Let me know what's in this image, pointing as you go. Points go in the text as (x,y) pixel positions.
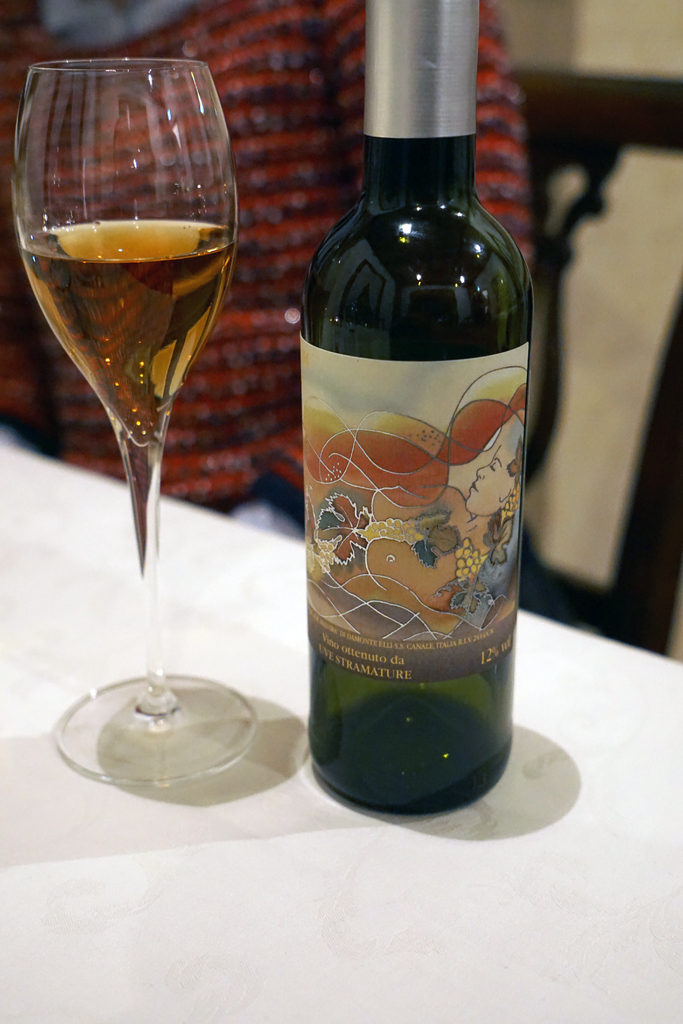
There is a bottle (378,392) and a wine glass (217,748) on a table (256,917). There is a person (271,153) sitting on a chair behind the table (49,561).
